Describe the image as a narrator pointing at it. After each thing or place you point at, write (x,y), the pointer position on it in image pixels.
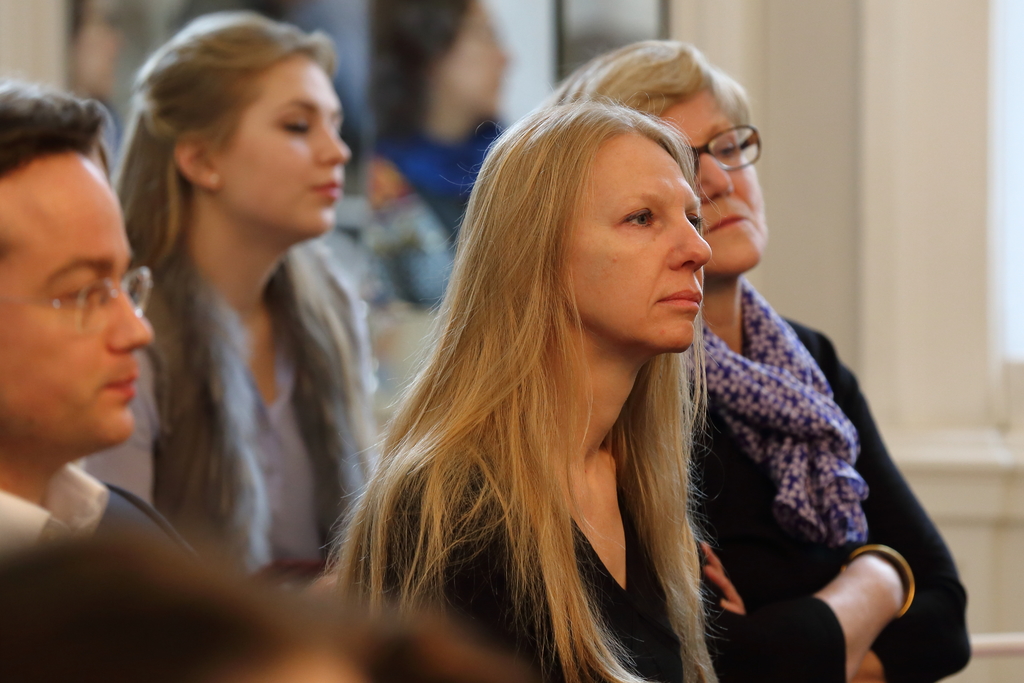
There are three women (593,521) and a man (122,533) standing. This looks like a pillar (887,260). The background (490,35) looks blurry.
